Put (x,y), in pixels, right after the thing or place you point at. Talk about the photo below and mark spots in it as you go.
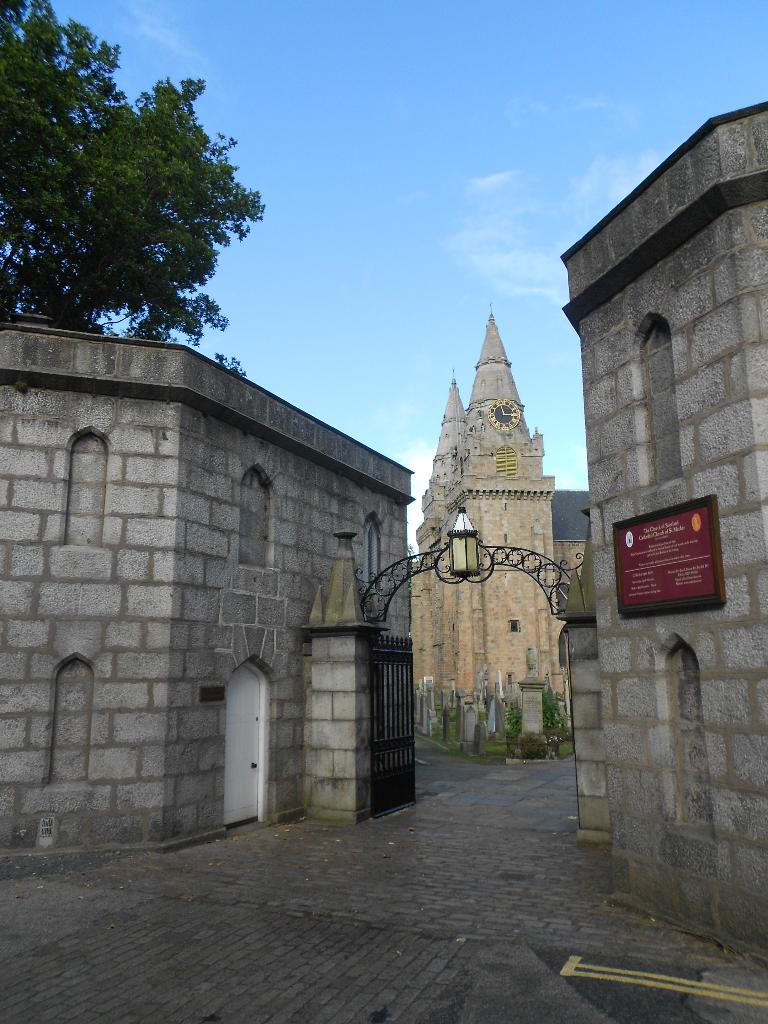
In the image I can see a gate (385,737), white color door (247,750), light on an object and board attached to a wall (738,713). In the background (544,550) I can see clock tower (505,526), a building (527,618), a tree (150,187) and the sky (361,284).
